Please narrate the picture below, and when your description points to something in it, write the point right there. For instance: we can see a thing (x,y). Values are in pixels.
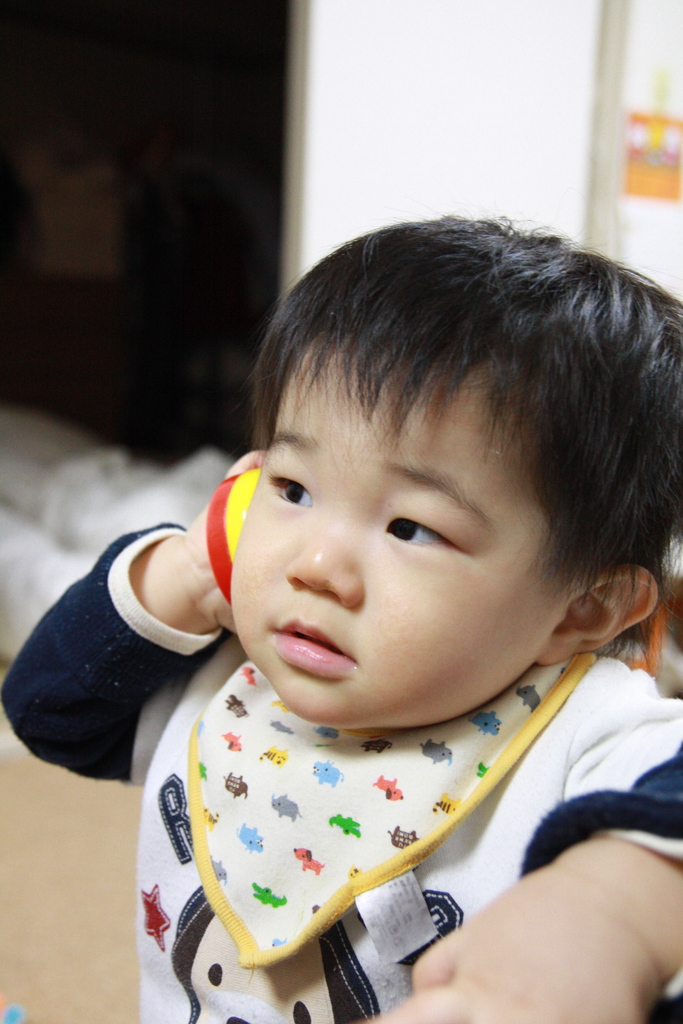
In this image, there is a kid (554,843) holding a red and yellow color object (226,560), at the background (415,123) there is a white color wall (429,125).
